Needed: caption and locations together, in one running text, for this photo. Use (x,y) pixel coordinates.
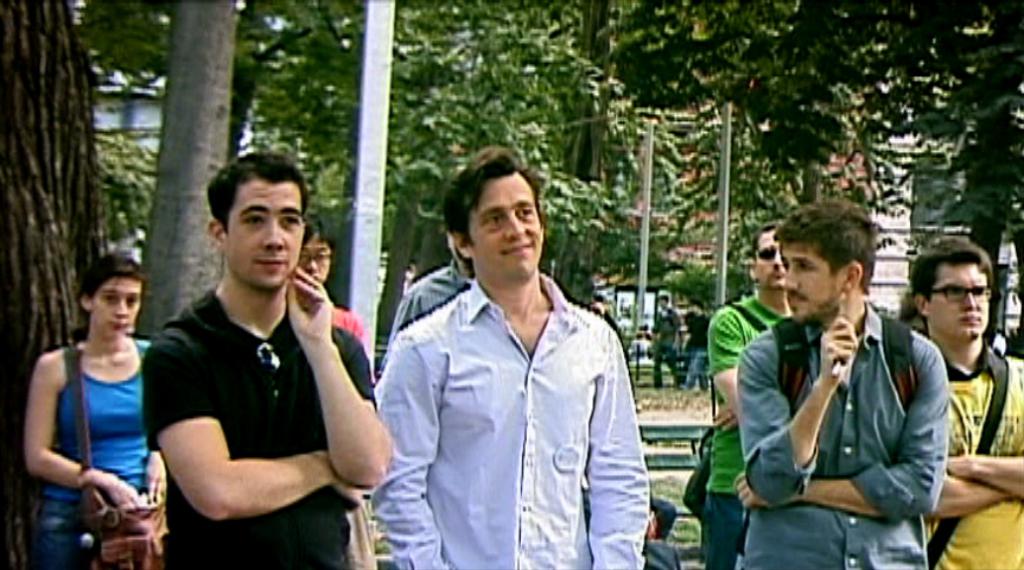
In the picture I can see people (695,308) are standing on the ground (697,403). In the background (583,229) I can see trees (549,232), poles (644,248) and some other things (625,298).
